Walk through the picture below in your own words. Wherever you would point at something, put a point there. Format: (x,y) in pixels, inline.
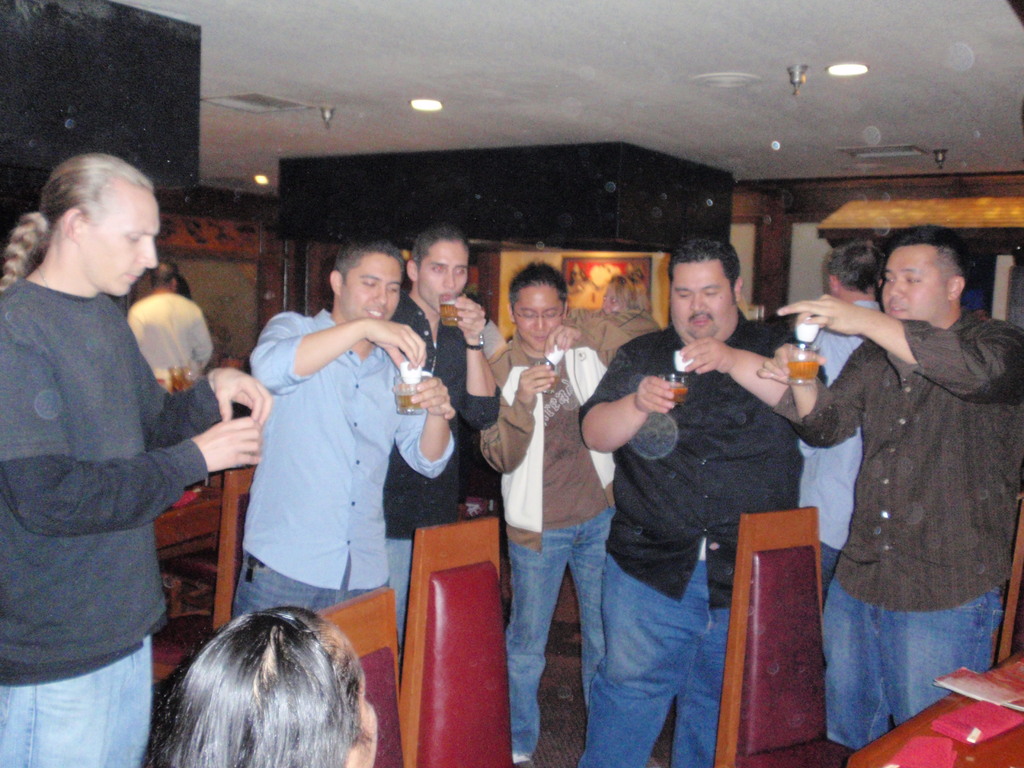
This image is clicked inside a room (259,207). There are so many persons (600,524) in the middle (553,450). They are holding glasses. There are lights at the top (256,179).
